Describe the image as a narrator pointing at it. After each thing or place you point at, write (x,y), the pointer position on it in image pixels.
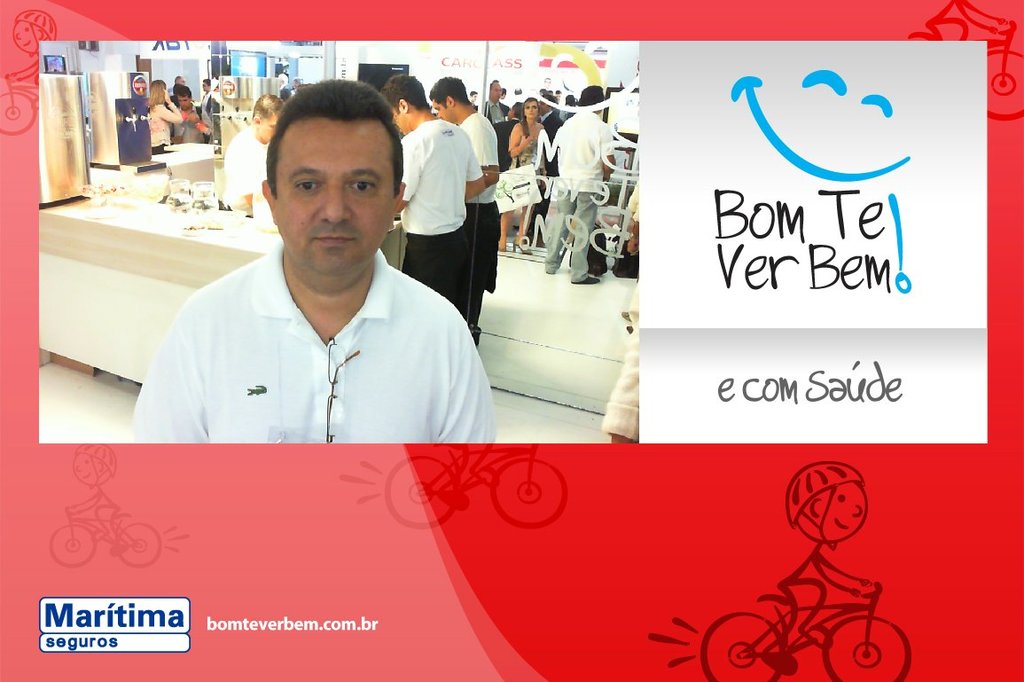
In this image I can see a person (203,364) wearing white color dress (409,433), Background (408,78) I can see few other persons (395,78) standing and I can see few machines (242,83), banners (403,52) in white color and I can see something written on the image.
